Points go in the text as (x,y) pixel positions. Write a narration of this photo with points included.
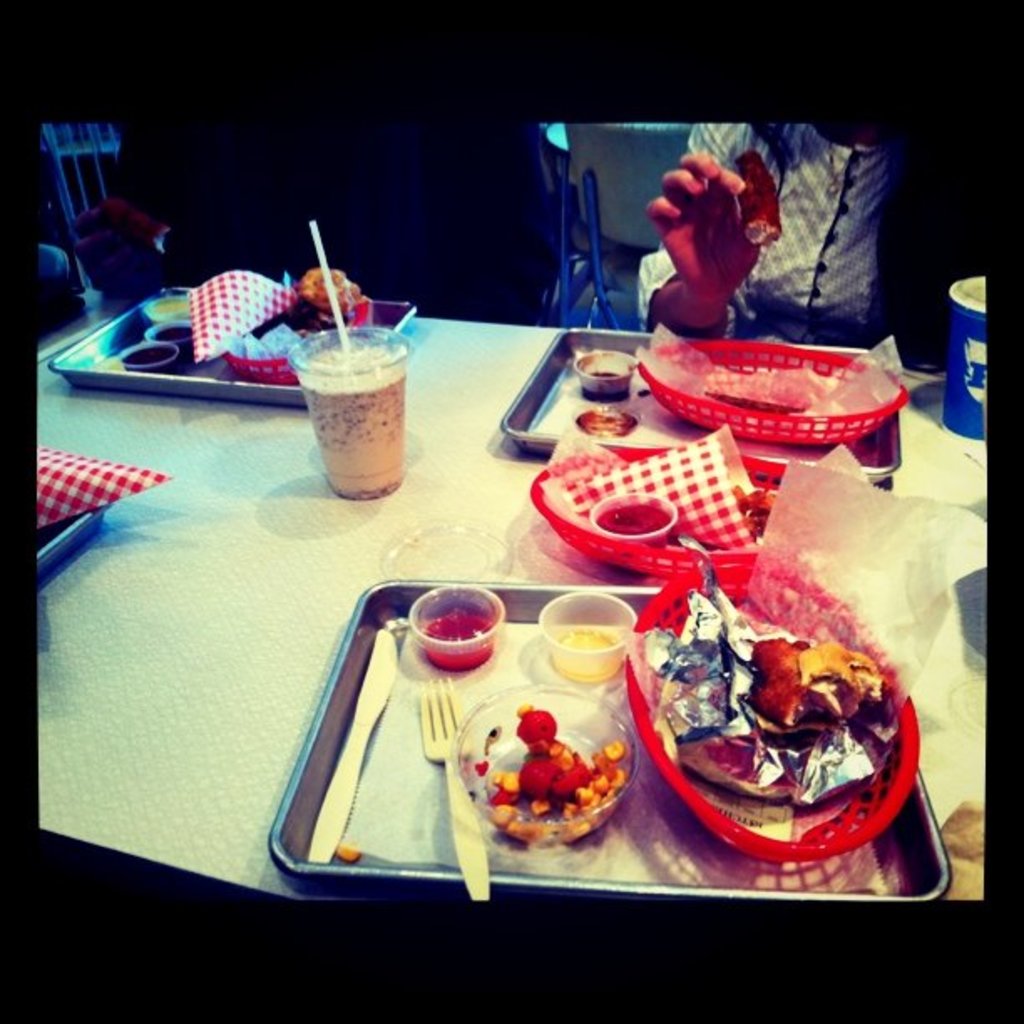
In the image in the center (406,461), we can see one table (312,524). On the table (270,466), we can see the plates (321,740), baskets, bowls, glasses (978,334), tissue papers (266,284), a fork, a knife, some food items (134,354) and a few other objects (467,571). In the background (878,193) we can see chairs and one person (883,205) holding some food item (752,164).
